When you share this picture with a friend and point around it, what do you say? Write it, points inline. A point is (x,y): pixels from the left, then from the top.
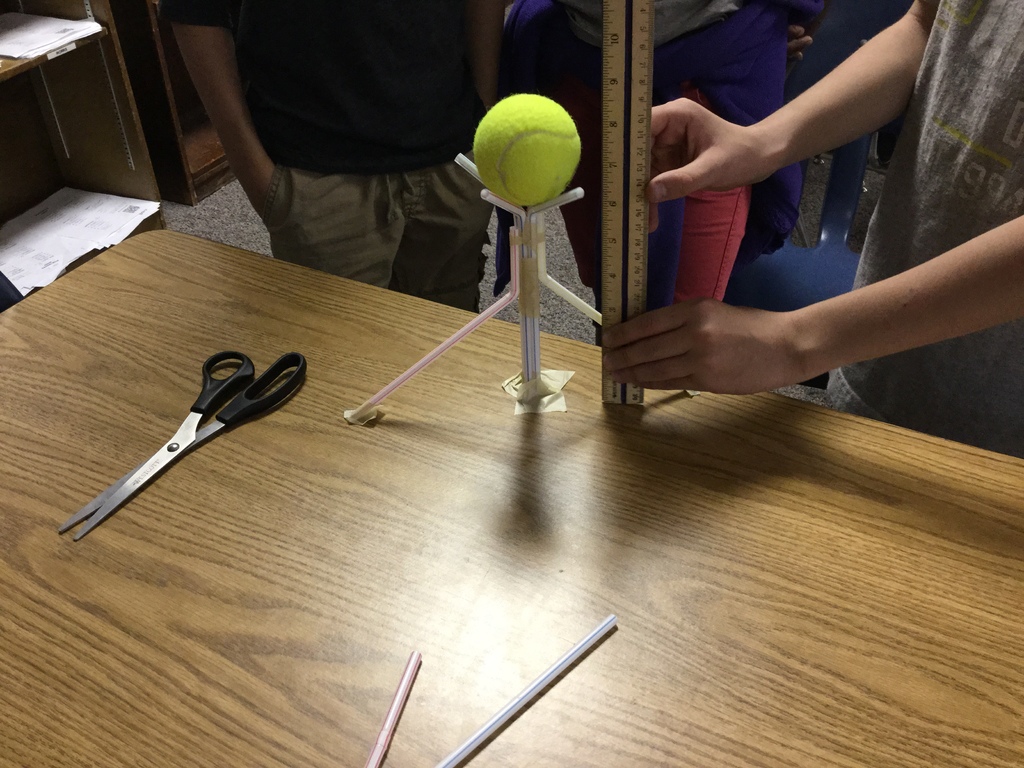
In this picture there are group of boys (961,302), those who are experimenting with the help of scale (619,116) and ball (496,106), there is a scissors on the table (309,324) and there are book shelves (58,132) at the left side of the image (183,143).
